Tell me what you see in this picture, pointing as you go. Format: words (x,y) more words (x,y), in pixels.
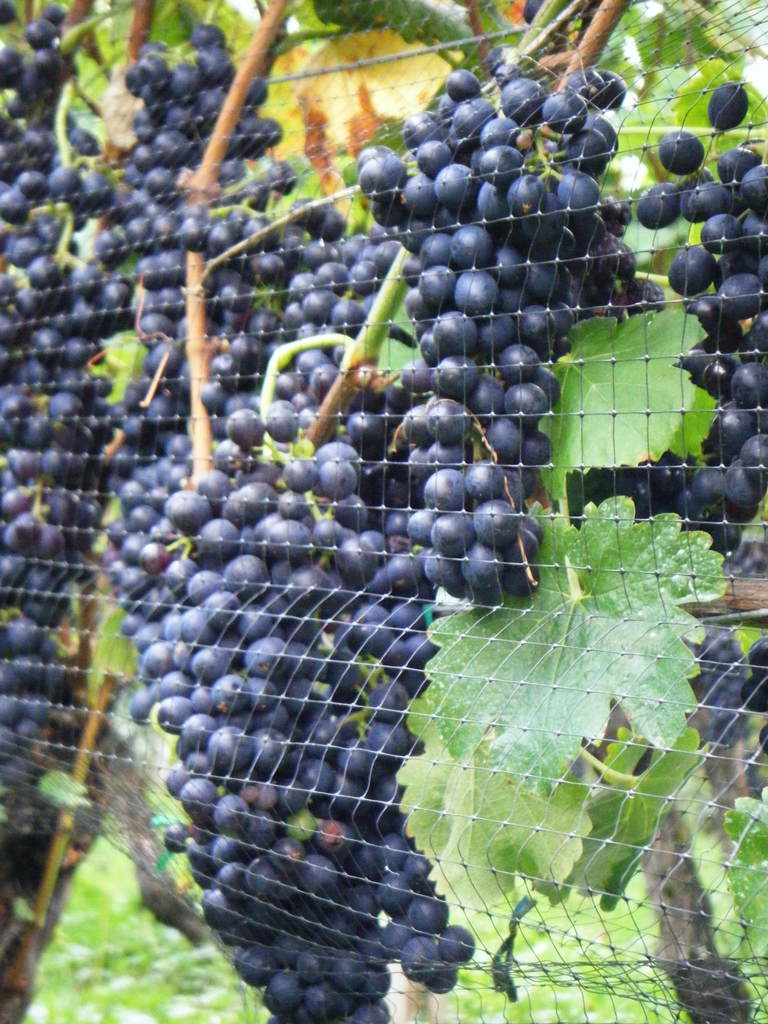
In this image, we can see a net fence (566,476). On the net fence (230,354), we can see some fruits (571,166) with green leaves (607,503).
